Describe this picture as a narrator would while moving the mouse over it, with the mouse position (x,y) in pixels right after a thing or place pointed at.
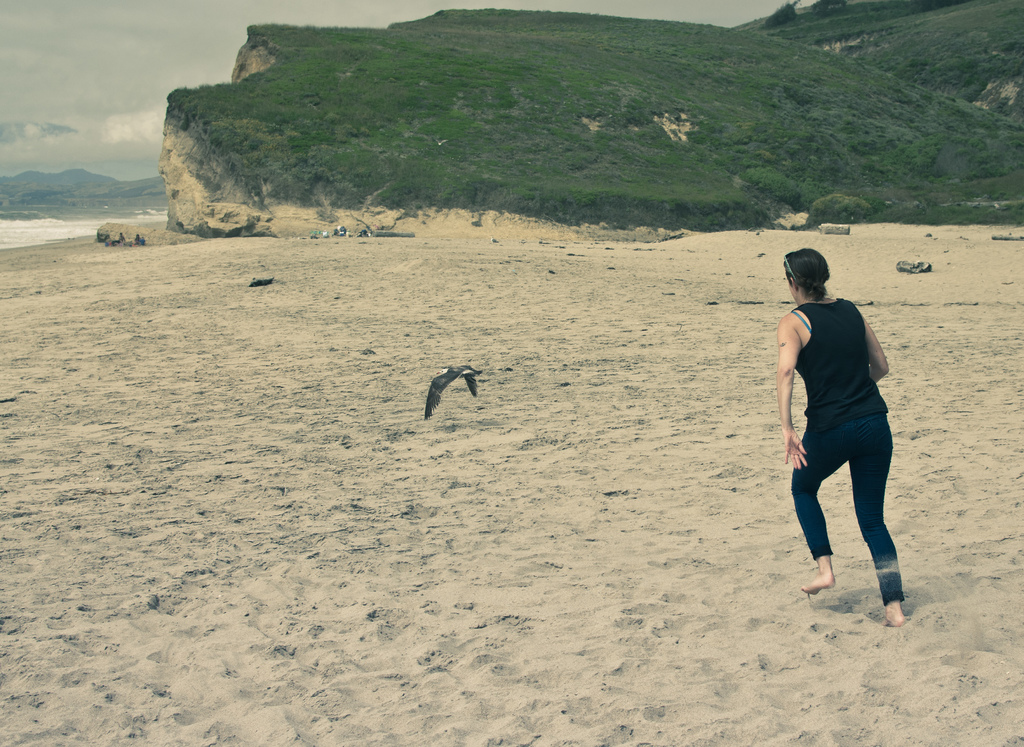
In the image there is a woman (831,338) in black top (845,334) and jeans (871,449) running on beach (605,488) with bird (439,401) flying in front of her and in the back (377,50) there is a hill (550,151) with grass (693,115) all over it and sky (220,69) above it.
